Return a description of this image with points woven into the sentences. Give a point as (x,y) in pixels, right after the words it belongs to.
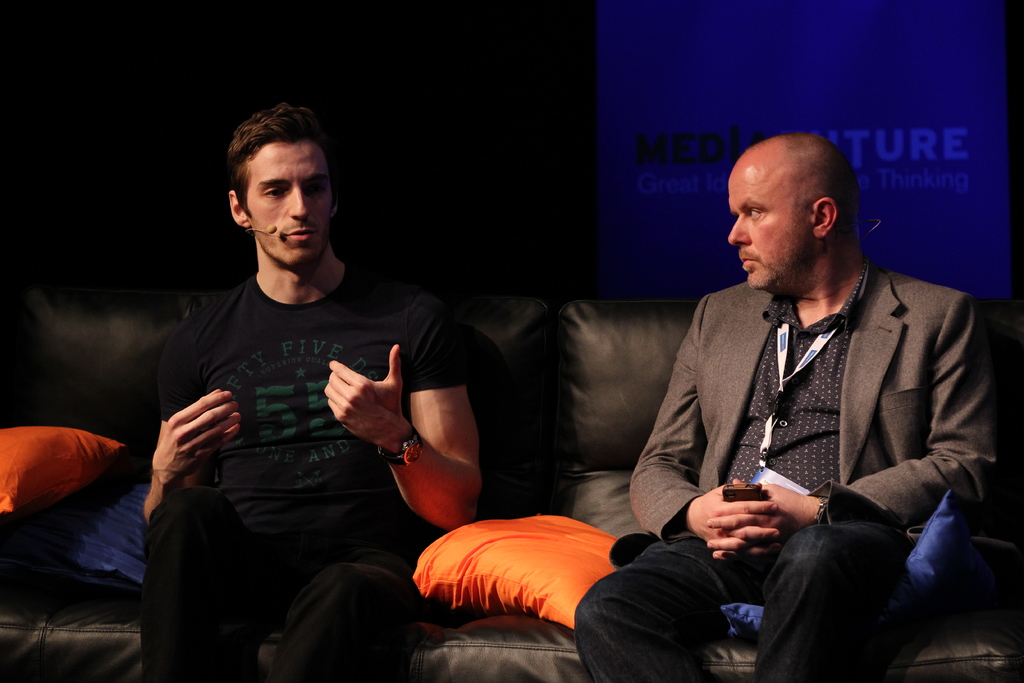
In this picture, we can see two persons (273,310) with microphone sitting on sofa (531,484), and we can see some pillows (64,474) on the sofa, we can see the dark background (906,116) with poster (917,133) and some text (645,151) on it.
